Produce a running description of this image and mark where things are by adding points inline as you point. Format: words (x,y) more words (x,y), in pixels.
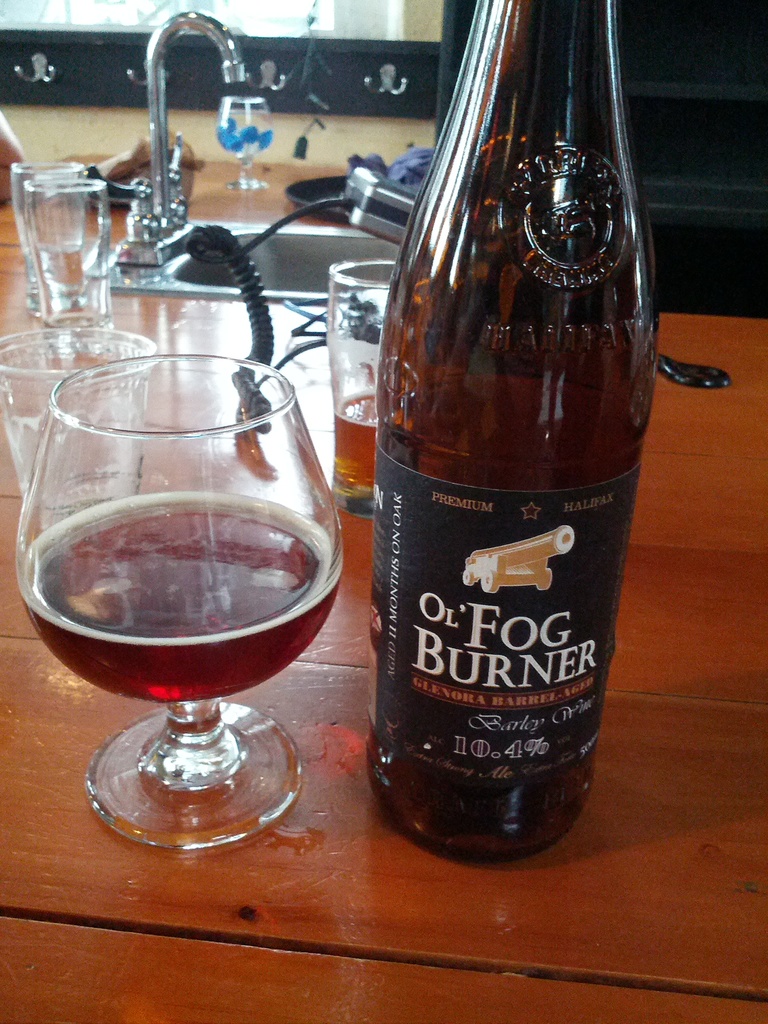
In this picture there is a wine glass (180,628) and glass bottle (499,434) on the wooden table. On background of them there is a tap (224,77) and a sink (287,258) in silver color.
